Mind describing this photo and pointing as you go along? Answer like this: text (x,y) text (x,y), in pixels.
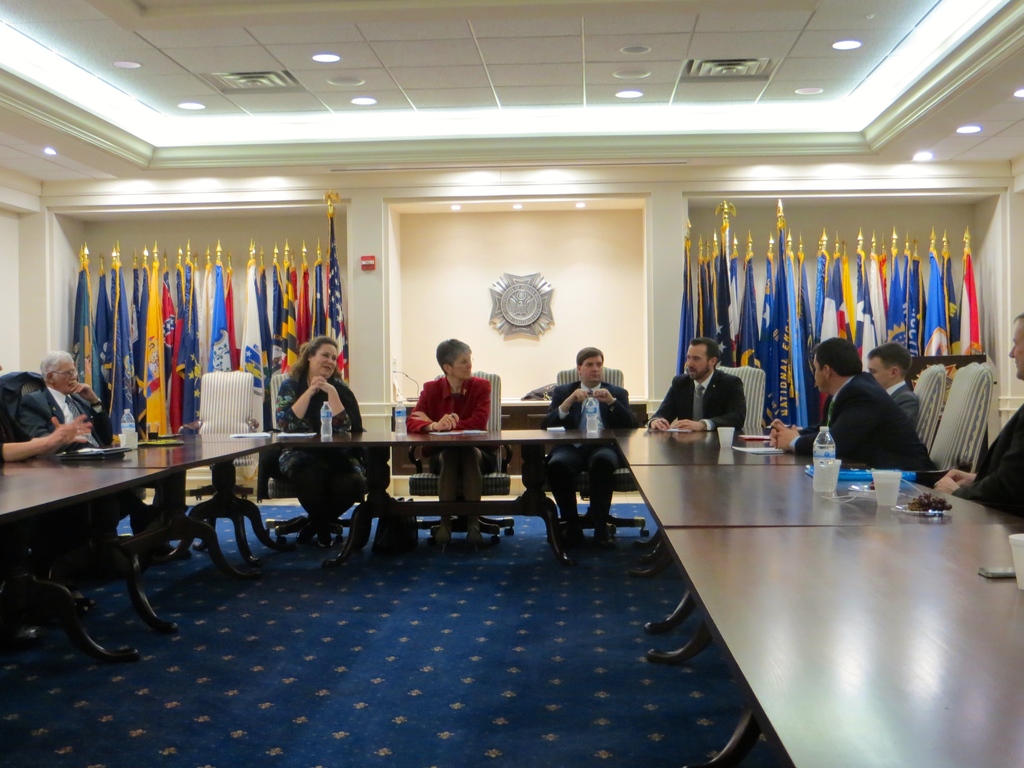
In this image I can see a few people (742,396) sitting on the chair (209,411). On the table (131,472) there is a water bottle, glass (125,436). at the back side (685,295) there are flags (744,303) and a wall (609,345).
